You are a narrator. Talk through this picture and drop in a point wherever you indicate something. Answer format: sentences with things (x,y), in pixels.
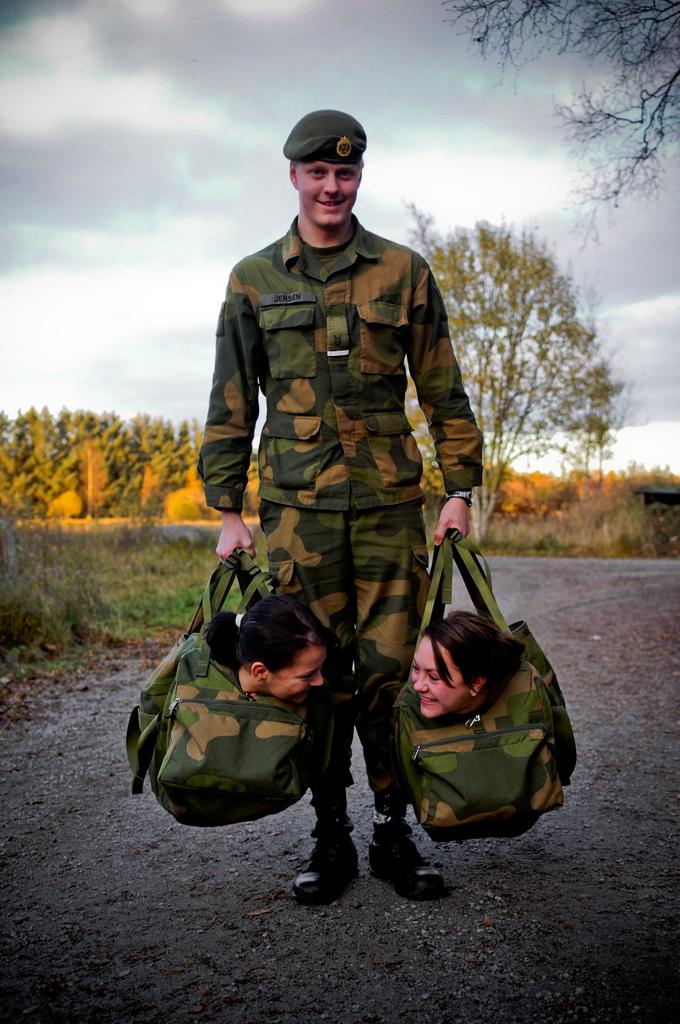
In this image, we can see people (244,667) inside the bags (431,775) and are smiling and a man (309,531) is standing and carrying those bags (254,566) and he is smiling. In the background (496,325), there are trees (575,468). At the bottom (333,948), there is road (476,917) and at the top (274,55), there is sky (472,50).
